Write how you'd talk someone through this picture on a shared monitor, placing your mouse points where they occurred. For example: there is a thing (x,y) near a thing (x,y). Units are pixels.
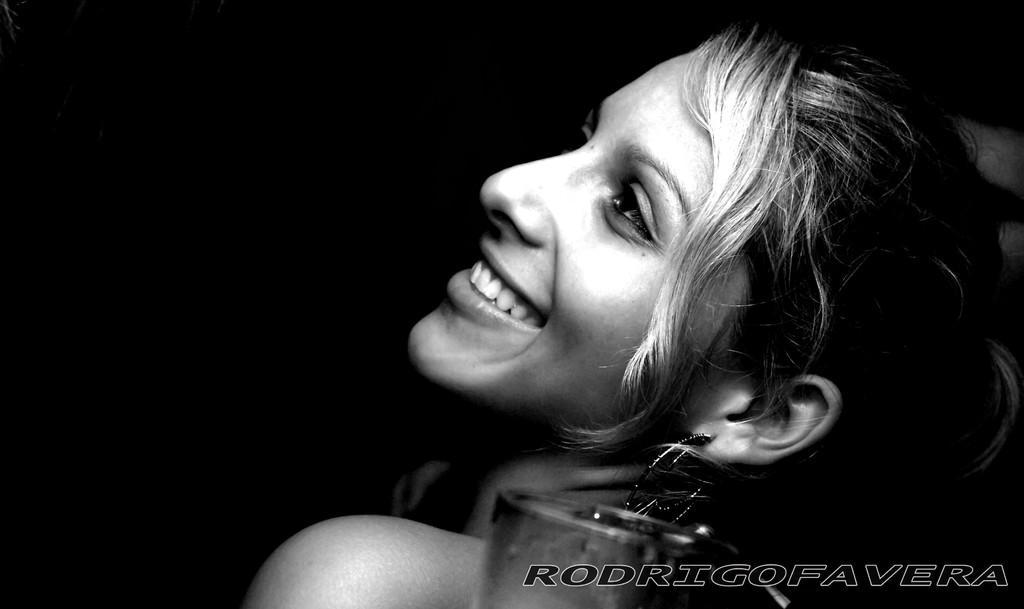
It is a black and white image. In this image, a woman (648,356) is smiling and wearing earring (683,450). At the bottom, we can see glass object (630,560). Right side (753,579) bottom of the image (678,581), we can see watermark (666,581). Background (945,596) we can see the dark view (367,305).
